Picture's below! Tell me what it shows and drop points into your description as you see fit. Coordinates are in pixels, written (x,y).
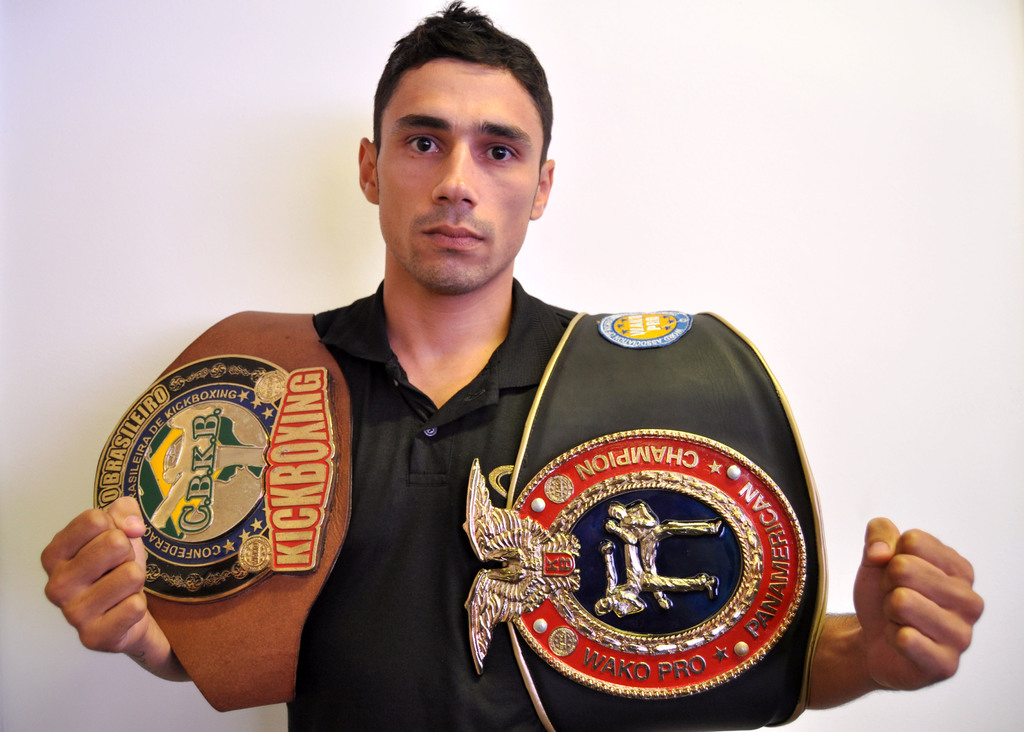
In this image we can see a man (474,416) standing and holding belts (472,514) in the hands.
